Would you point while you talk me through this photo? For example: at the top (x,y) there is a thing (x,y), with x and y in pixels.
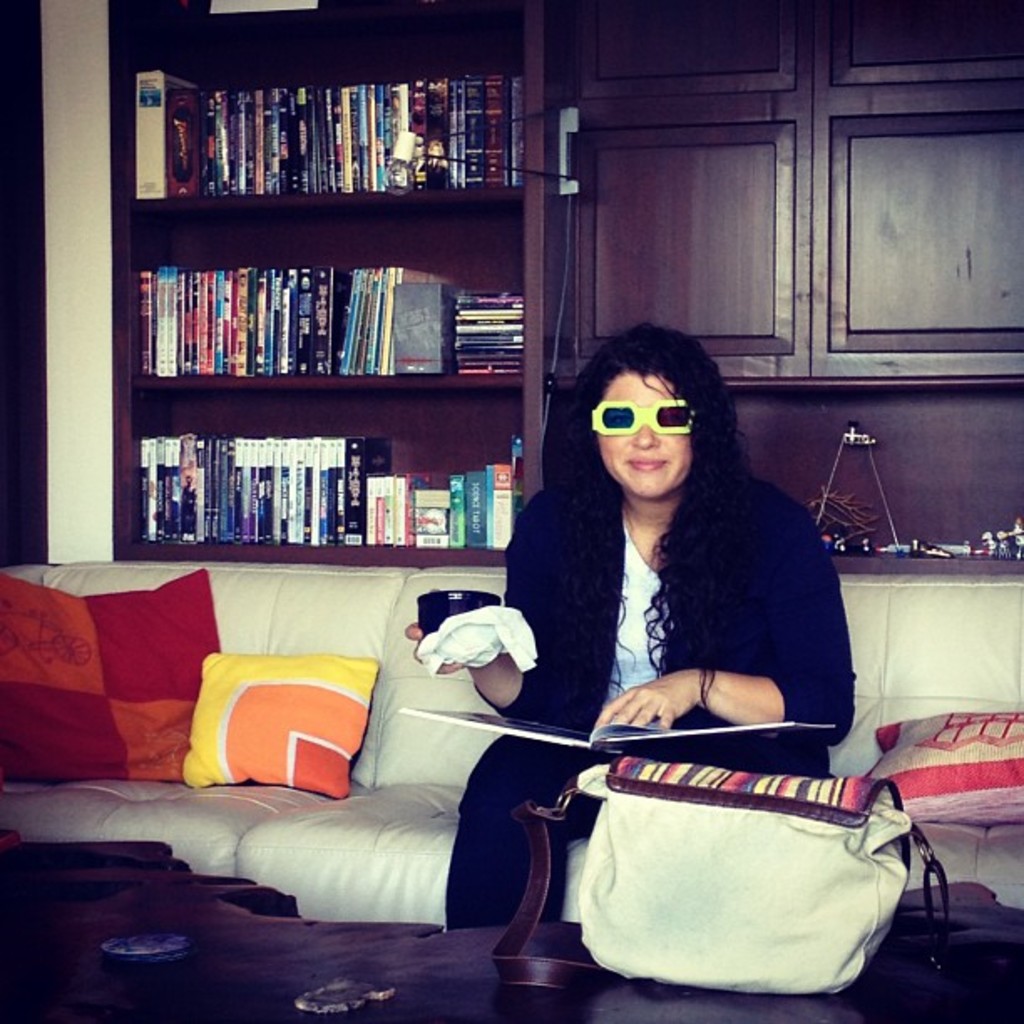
In this image we can see a person (575,653) wearing black color dress (561,716), goggles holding some cup (452,614) in her hands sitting on a couch (890,718) on which there are some pillows (46,744), there is a book (561,729) on her lap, in the foreground of the image (55,965) there is a bag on table (228,965) and in the background of the image (584,56) there are some books (383,171) arranged in shelves (429,431) and there is a cupboard (647,250).
